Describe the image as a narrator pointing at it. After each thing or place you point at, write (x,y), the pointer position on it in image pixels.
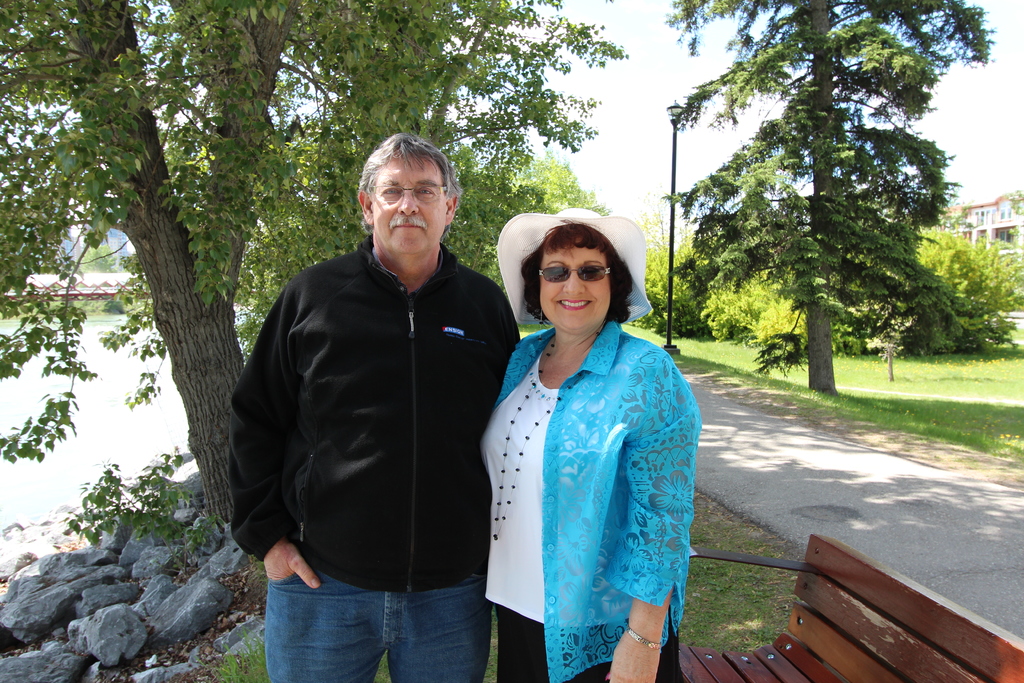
In this image I can see two person (294,394) standing, the person (549,453) at right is wearing blue and white shirt (573,451) and black color pant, the person (450,451) at left (311,639) is wearing black shirt (333,570), blue pant (325,601). Background (780,183) I can see few trees (346,126) in green color, a light pole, building (958,206) in cream color and the sky (624,157) is in white color.
